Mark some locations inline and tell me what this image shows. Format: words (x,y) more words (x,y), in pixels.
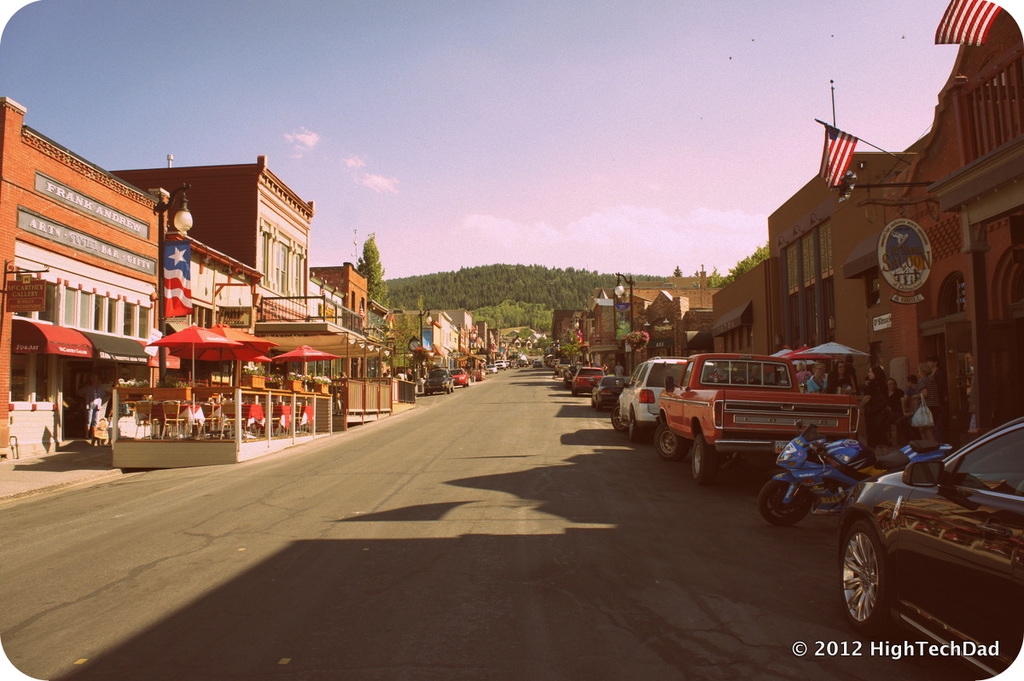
In this image we can see buildings (172,226), street poles (161,220), street lights (159,203), parasols (199,343), chairs (178,405), tables (307,417), motor vehicles (878,503) on the road (753,471), persons (875,438) standing on the floor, trees (569,297) and sky (522,138) with clouds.
